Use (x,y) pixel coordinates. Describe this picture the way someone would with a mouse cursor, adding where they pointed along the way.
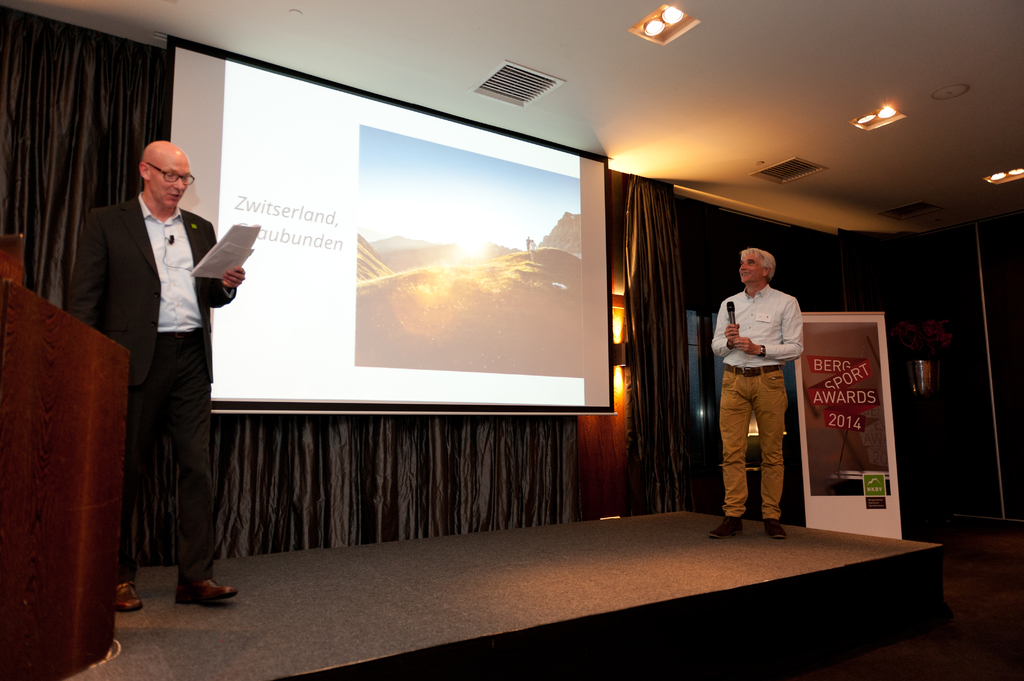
In this image there are 2 men (733,462) standing on the stage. The person (733,378) on the right (735,339) is holding a microphone (731,312) and the person (100,327) on the left (143,340) is holding papers (236,265) in his hands (232,284). There is a speech desk (64,422) on the left (38,384). There is a projector display (385,285) and curtains (438,496) at the back (409,249). There is a banner (841,521) and a window (703,395) on the right (846,374). There are lights (677,7) on the top (691,18).
